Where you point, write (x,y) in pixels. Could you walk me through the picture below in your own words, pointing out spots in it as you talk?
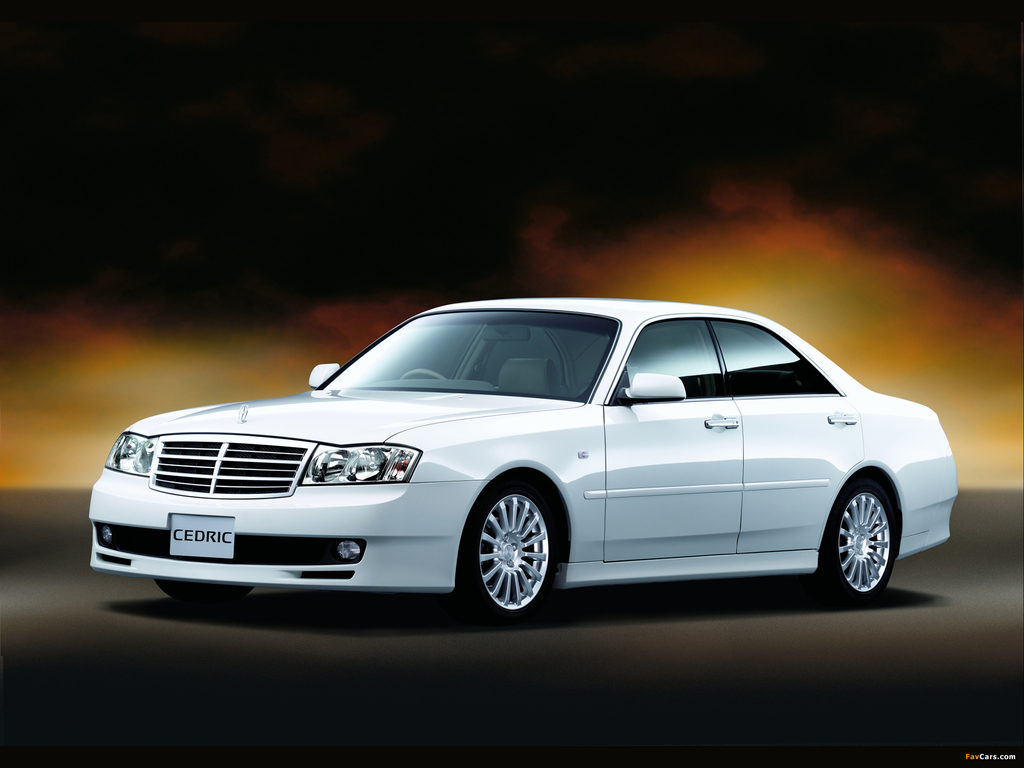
In this picture we can see the edited image of the white color car (432,564) parked in the ground (422,625). Behind there is a dark background (681,250).
